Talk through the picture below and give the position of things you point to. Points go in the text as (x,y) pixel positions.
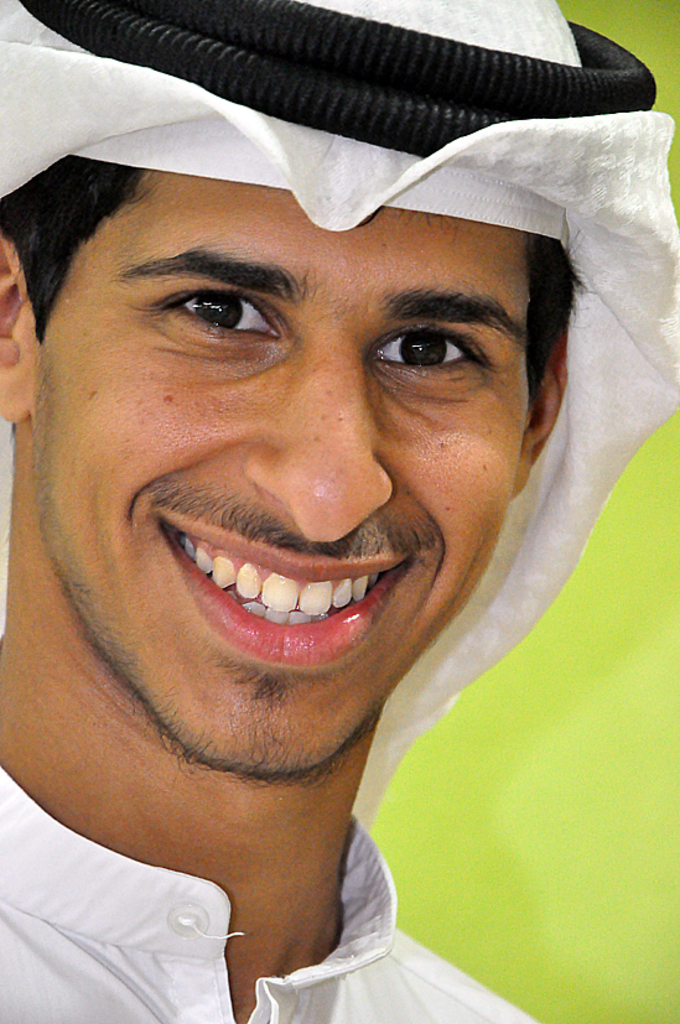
In front of the image there is a person (380,550) having a smile on his face (329,309). Behind him there is a wall (486,788).
